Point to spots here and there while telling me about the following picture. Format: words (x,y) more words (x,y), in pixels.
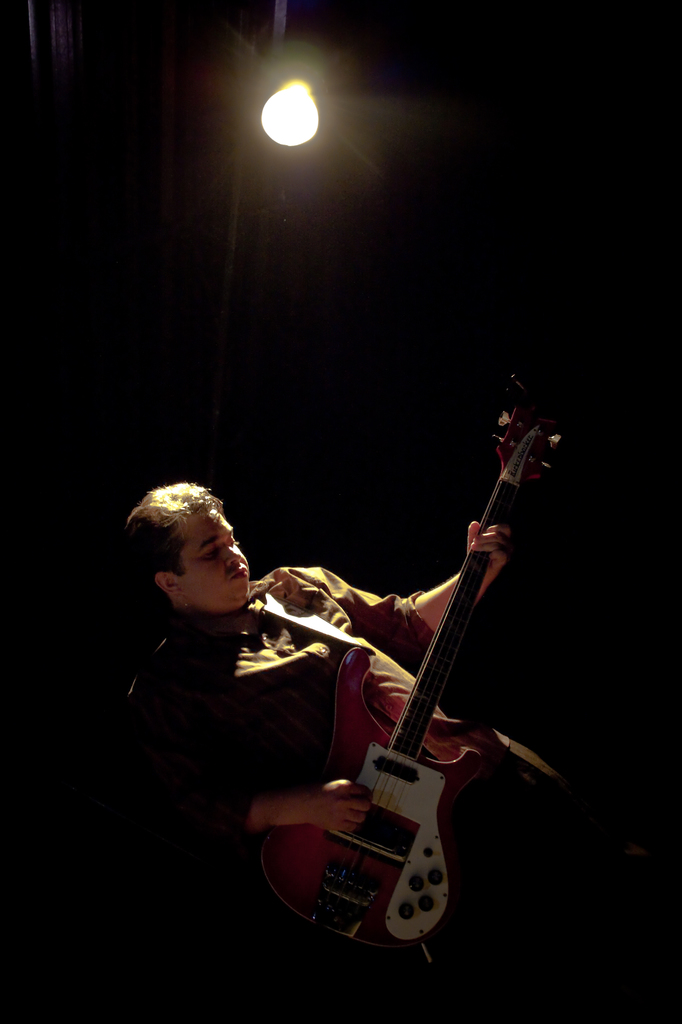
In this picture there is a man (260,736) playing guitar (413,719). On top of it there is a light (283,118).
